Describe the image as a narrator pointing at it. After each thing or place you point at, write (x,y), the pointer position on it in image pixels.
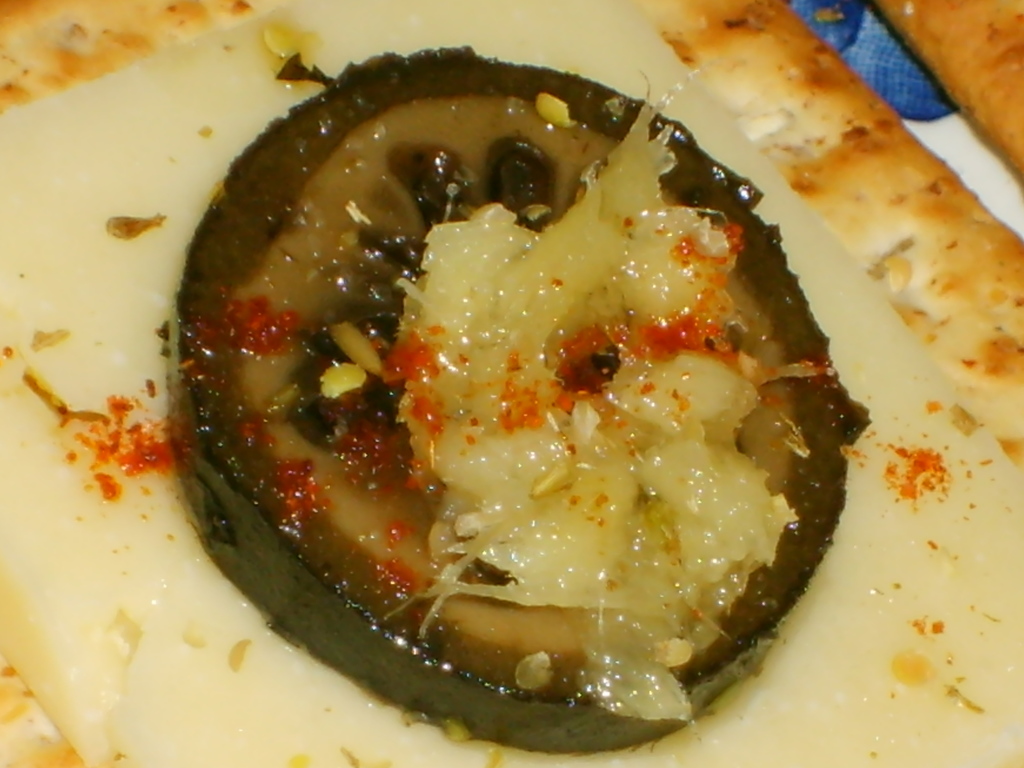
In this image, we can see there is a food item (906,701). On this food item (569,217), there are some ingredients (457,313).
